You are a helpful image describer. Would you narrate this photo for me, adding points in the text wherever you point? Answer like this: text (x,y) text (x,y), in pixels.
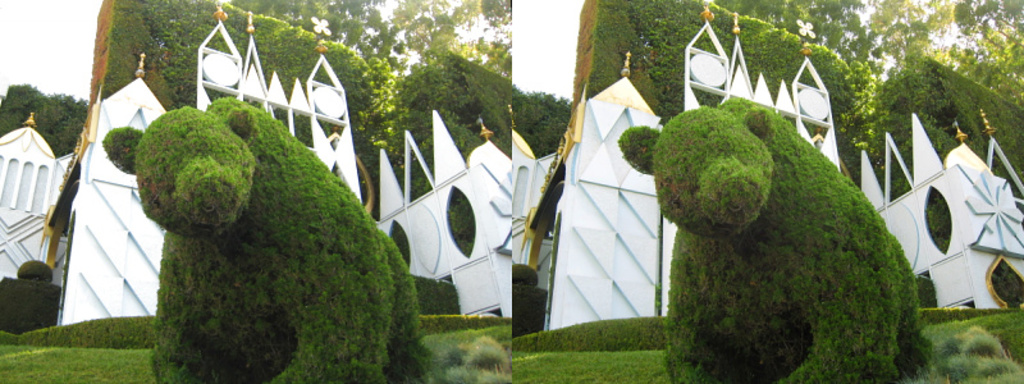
It is a collage picture. In this image, we can see animal shaped tree (737,295), grass (1013,336) and some arches (973,213). Background (1,81) there is a sky (66,94).
